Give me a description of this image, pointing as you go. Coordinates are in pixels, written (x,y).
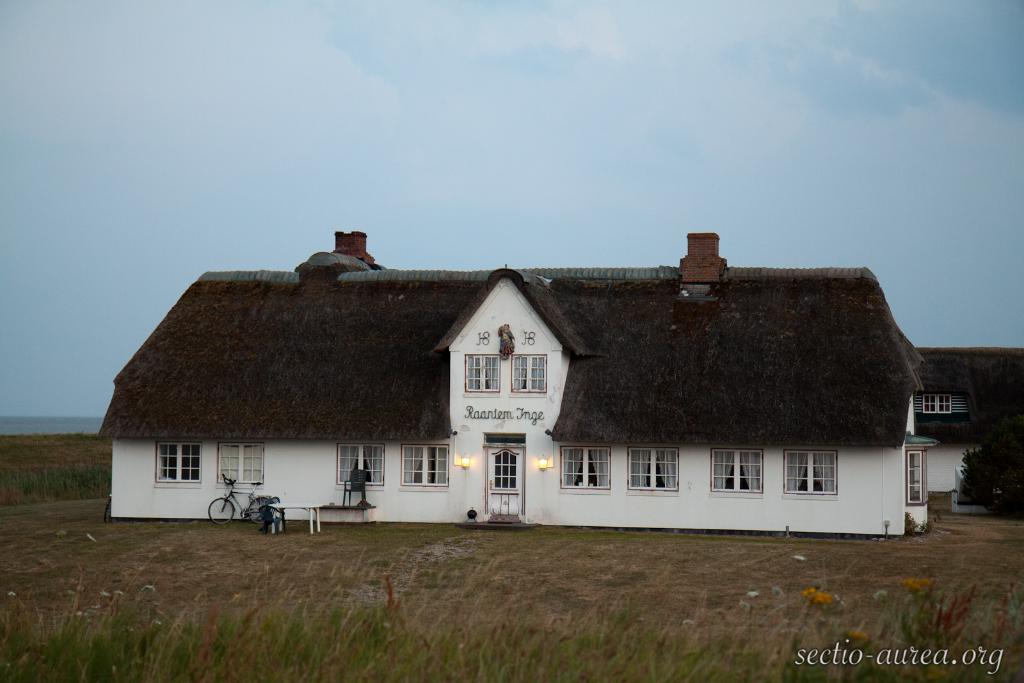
In the center of the image (553,431) there are buildings (455,471). In front of the buildings (304,487) there is a cycle (251,518). There is a table (280,513). In front of the image there are plants (822,622) and flowers (913,594). In the background of the image (655,92) there is sky (638,79). On the right side of the image (961,487) there is a tree (998,497). There is some text (998,661) on the right side of the image (974,648).
